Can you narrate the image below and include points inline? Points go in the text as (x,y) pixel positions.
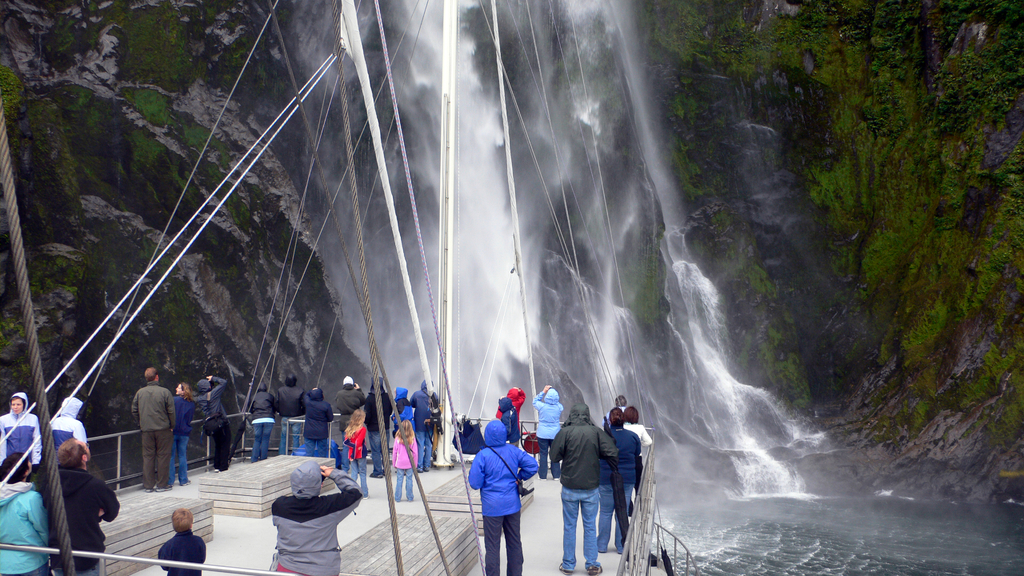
In this picture I can see few people (502,467) standing on the boat (554,514). I can see water (578,157) flowing.
